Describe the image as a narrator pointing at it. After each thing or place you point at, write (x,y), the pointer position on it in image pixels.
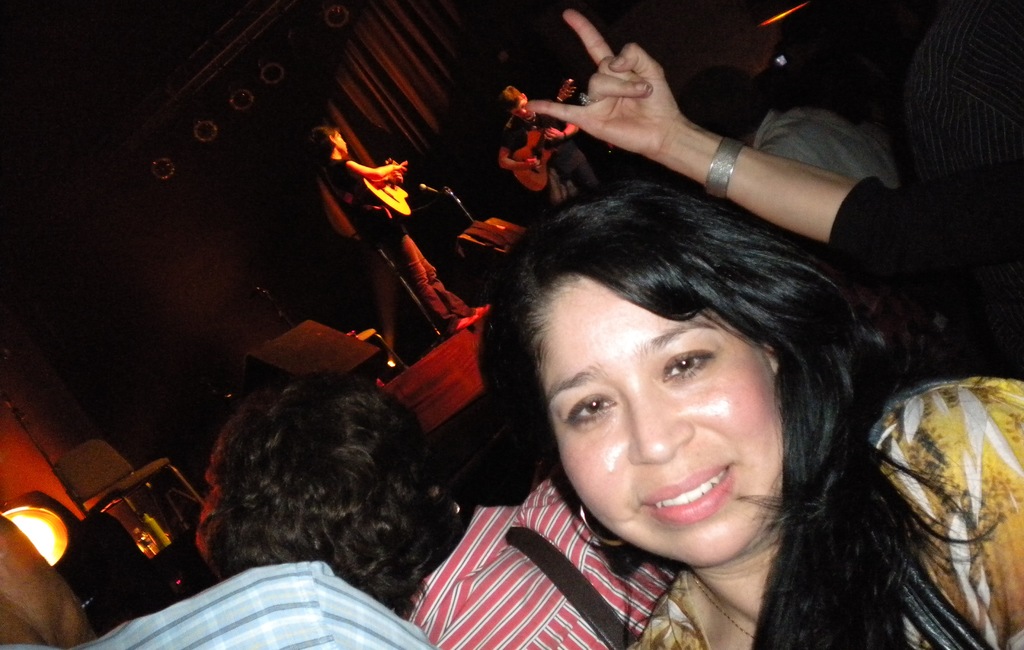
There are few people (832,436) here. On the stage (462,151) people (361,175) are playing guitar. On the left (37,550) there is a light (49,503) and chair (136,469).
